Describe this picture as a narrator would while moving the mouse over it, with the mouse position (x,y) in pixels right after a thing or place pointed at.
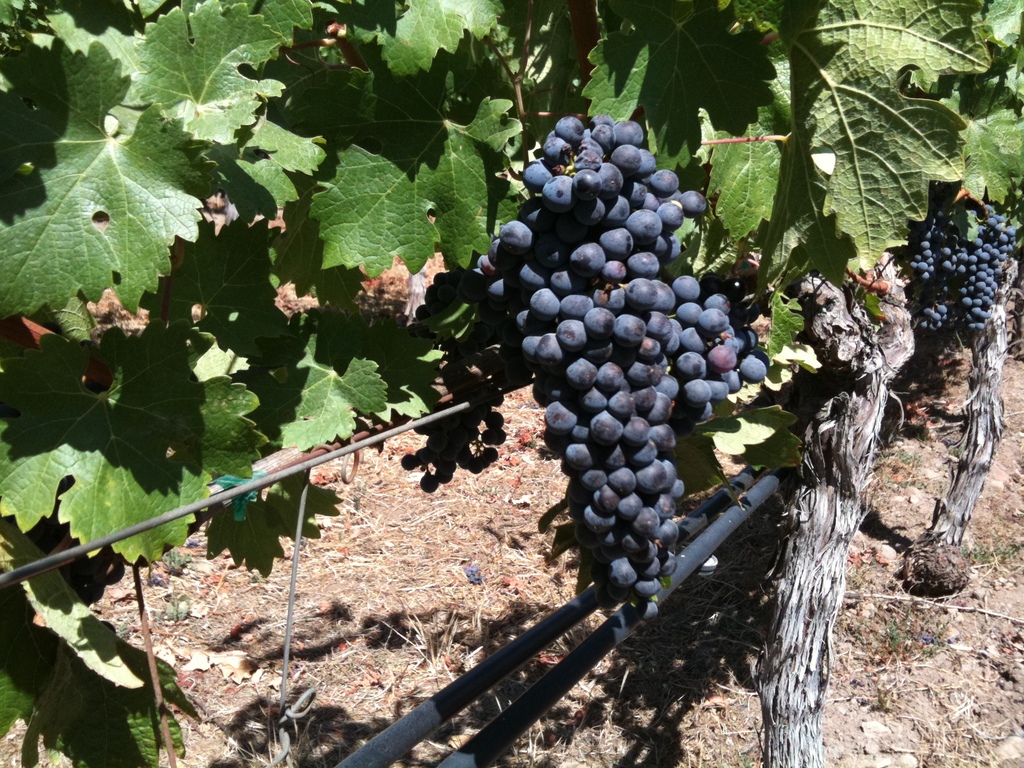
In this image we can see grapes (629,400) and trees (744,128).
